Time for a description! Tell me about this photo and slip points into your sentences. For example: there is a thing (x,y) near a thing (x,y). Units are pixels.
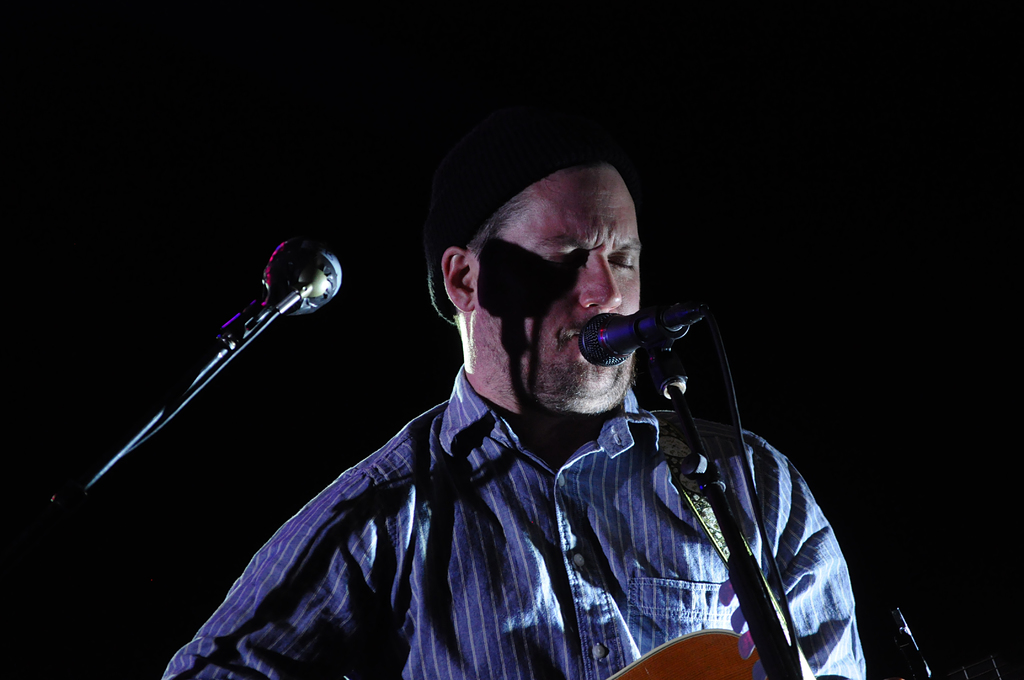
Man (425,503) in this picture who is wearing blue shirt (528,592) is holding musical instrument (697,644) in his hands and he is singing on microphone (645,324) which is placed in front of him. Beside him, we can see another microphone (248,318) and this picture is taken in dark.
